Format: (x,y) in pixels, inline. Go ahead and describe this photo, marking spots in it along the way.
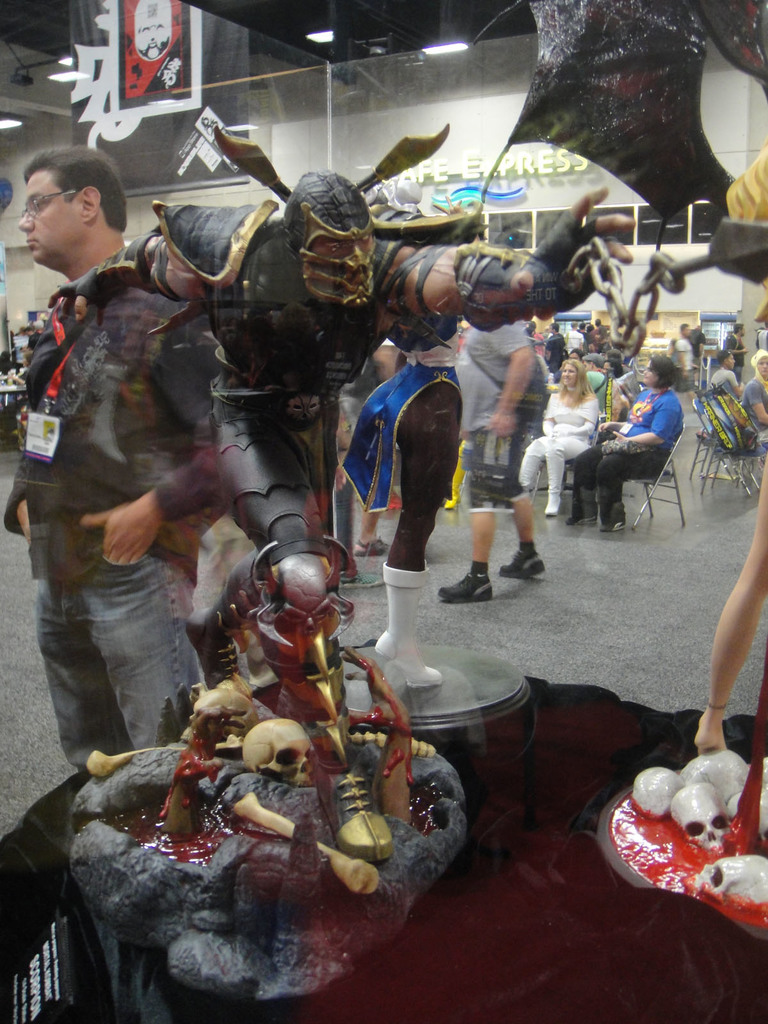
In this image I can see group of people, some are sitting and some are standing. In front (763,914) I can see few statues (353,891) in multi color, background (480,133) I can see few lights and few banners (244,107) and the wall (472,124) is in white color.
